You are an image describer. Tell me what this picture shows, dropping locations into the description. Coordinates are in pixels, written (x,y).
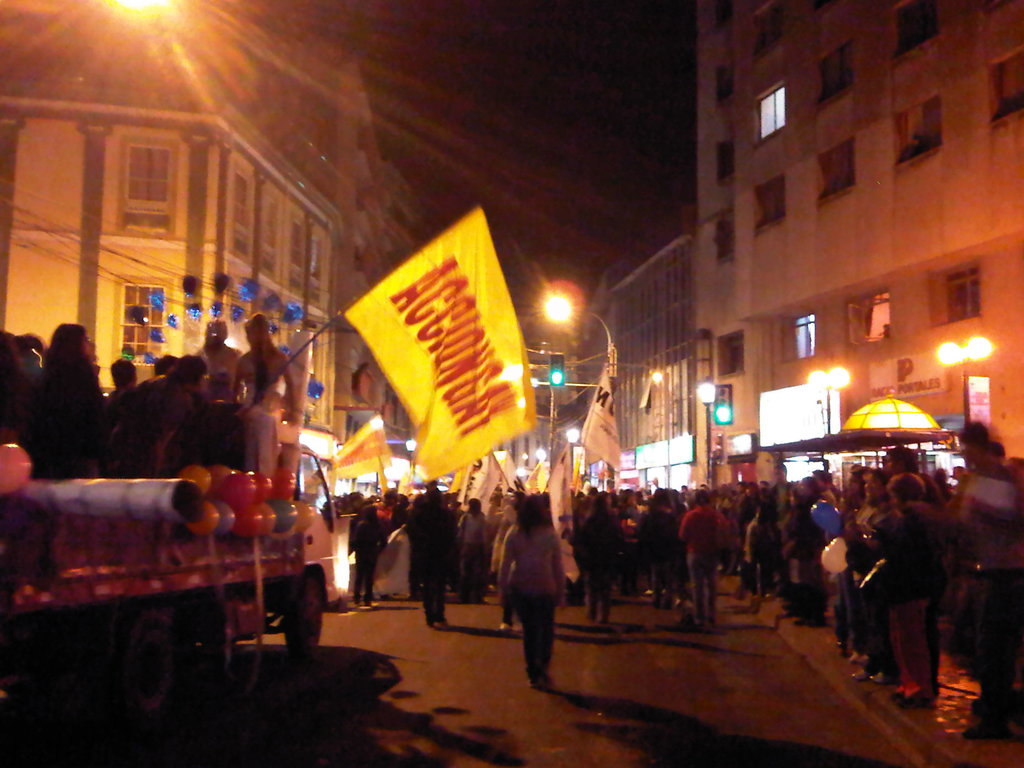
In the picture we can see some persons (147,465) sitting in vehicle (324,551) and some are holding flags (533,481) and walking along the road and in the background of the picture (537,459) there are some buildings (687,296), poles (548,383) and traffic signals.
